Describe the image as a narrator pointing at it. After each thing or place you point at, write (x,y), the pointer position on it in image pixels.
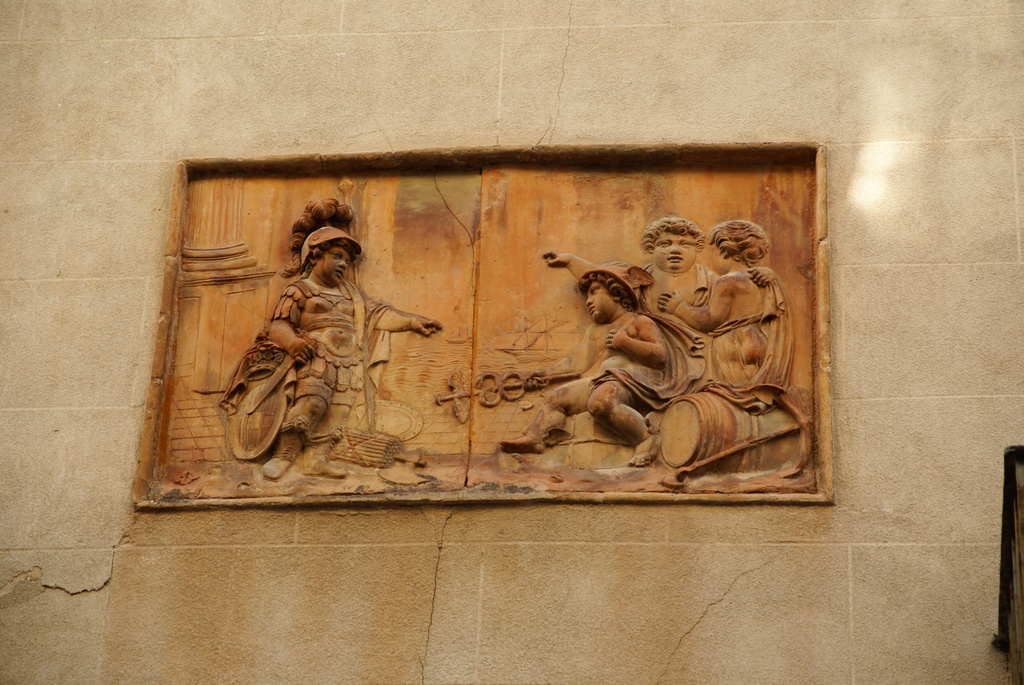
In this image we can see sculptures (727,334) carved on the wall (913,317).
